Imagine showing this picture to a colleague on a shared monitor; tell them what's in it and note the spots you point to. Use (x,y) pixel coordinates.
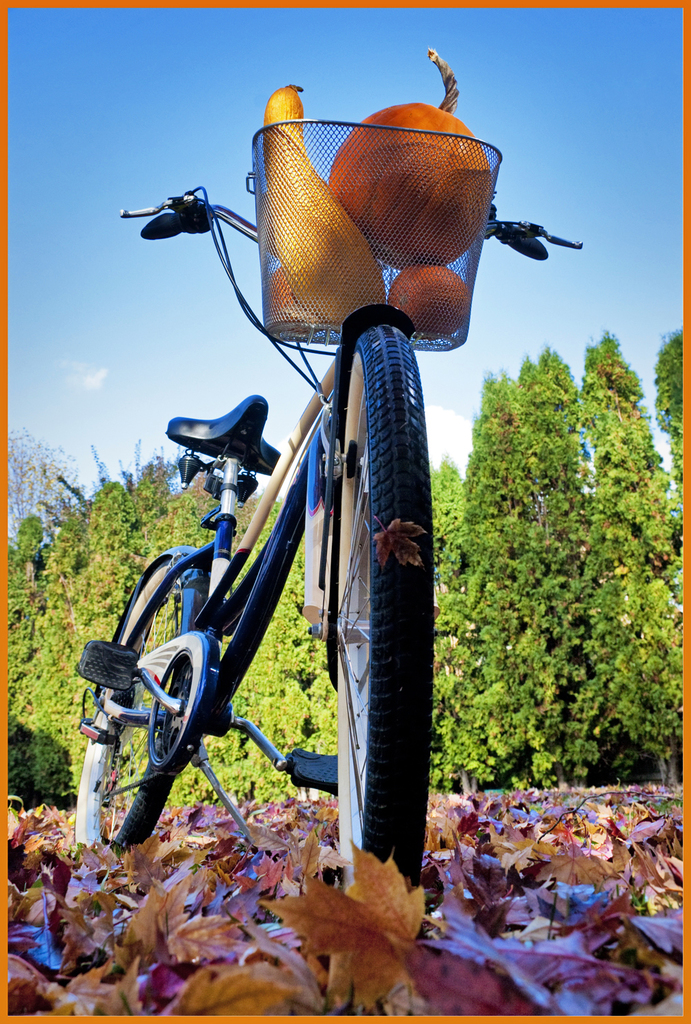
This image is clicked outside. There is a bicycle (340,652) in the middle (397,664). In the basket (326,333) there are fruits (348,313). There are trees (500,485) in the middle (447,656). There is sky (237,131) at the top (198,139).
